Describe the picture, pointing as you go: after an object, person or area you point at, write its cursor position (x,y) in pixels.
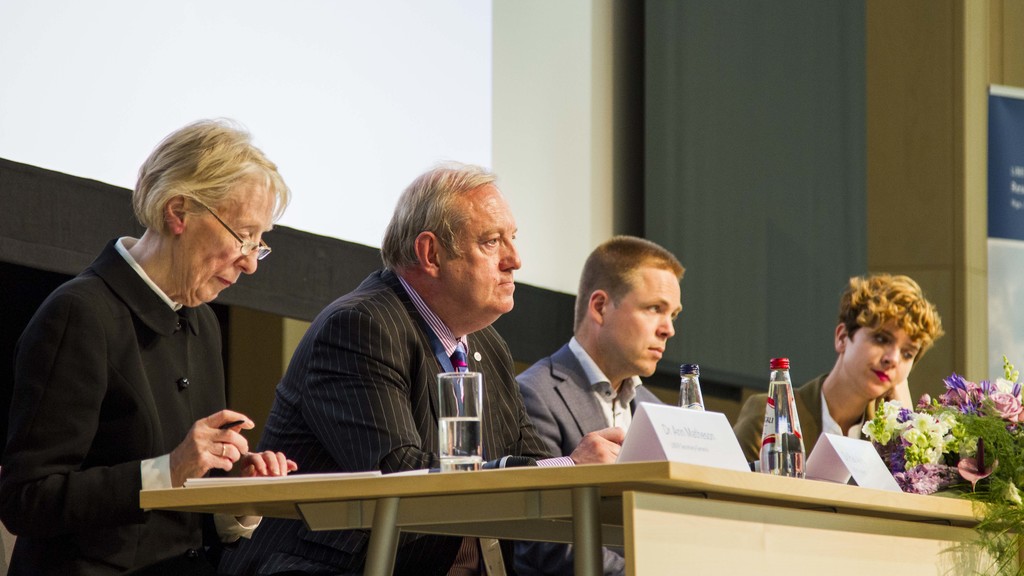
In this picture here is a table (843,516) a water bottle (797,464) on it. and here is a water glass (457,443), and here is a person (140,273) wearing glasses (240,250) holding a pen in hand (244,455), with some papers (321,475) and here is person (413,310) wearing a suit (491,394). here is a person (605,358) sitting on a chair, here is woman (815,403) sitting, and beside her there are bunch of flowers (935,413).
